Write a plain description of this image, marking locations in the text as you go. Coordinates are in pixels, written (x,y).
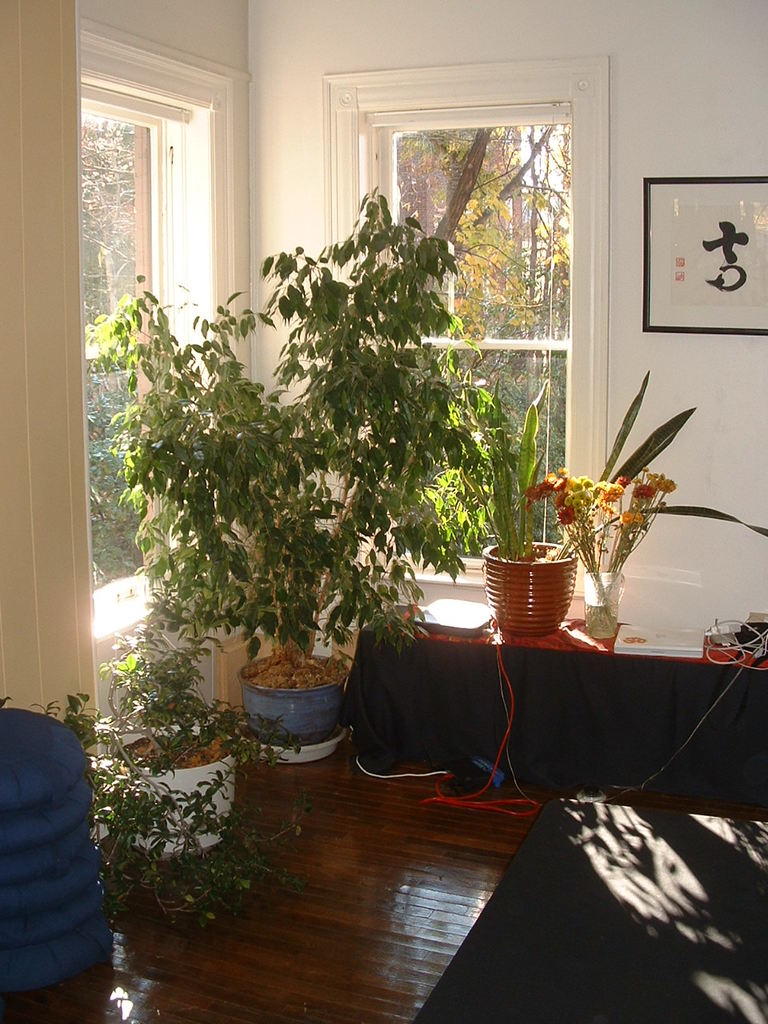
In this picture we can see plants (363,528) here, at the bottom (676,950) there is mat (671,962), we can see a wall (731,410) here, there are two glass windows (102,220) here, we can see a photo frame (671,306) here.
